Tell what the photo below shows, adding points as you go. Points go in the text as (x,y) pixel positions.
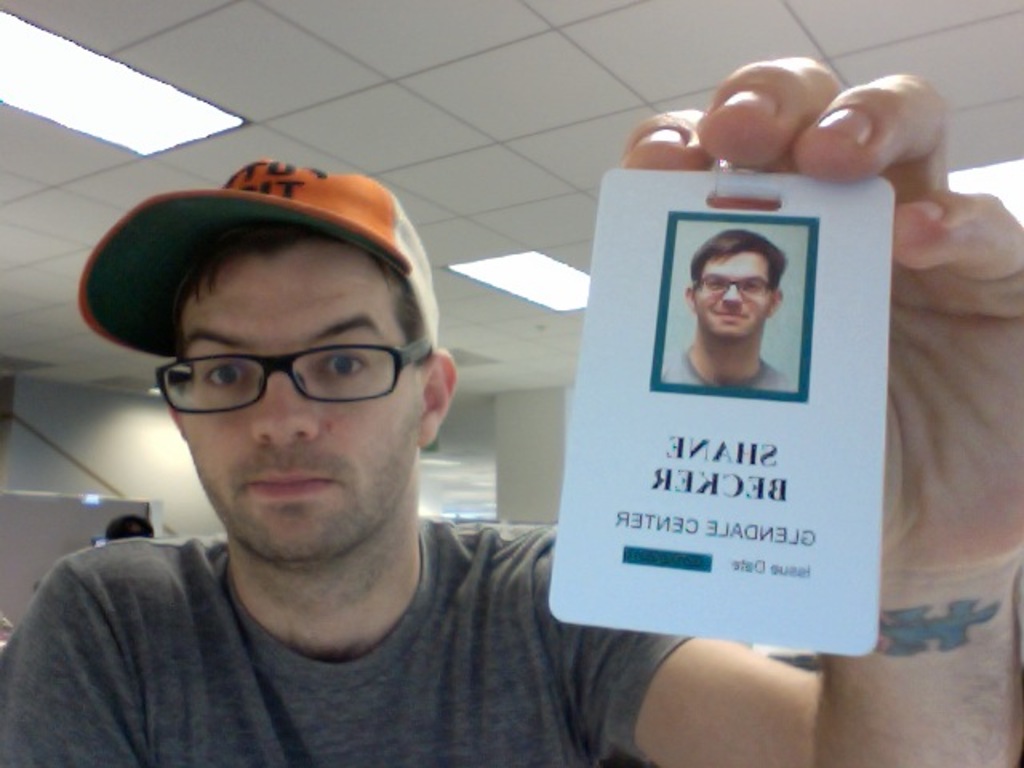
In this image, we can see a person (297,502) wearing spectacles (235,411) and cap (300,194). This person (358,258) is holding a card (692,385) with his hand (781,163). There are lights (189,97) on the ceiling (389,71) which is at the top of the image (454,74).
